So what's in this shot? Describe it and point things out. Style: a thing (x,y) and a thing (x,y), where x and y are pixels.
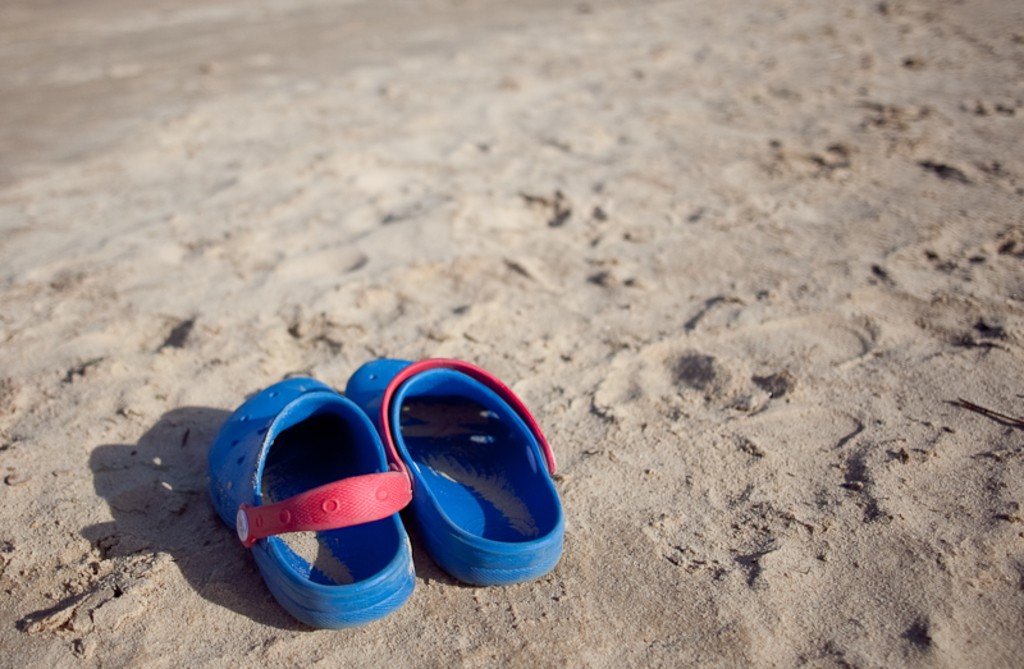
In this picture we can see blue color slippers (384,497), at the bottom (670,492) there is sand (701,483).
